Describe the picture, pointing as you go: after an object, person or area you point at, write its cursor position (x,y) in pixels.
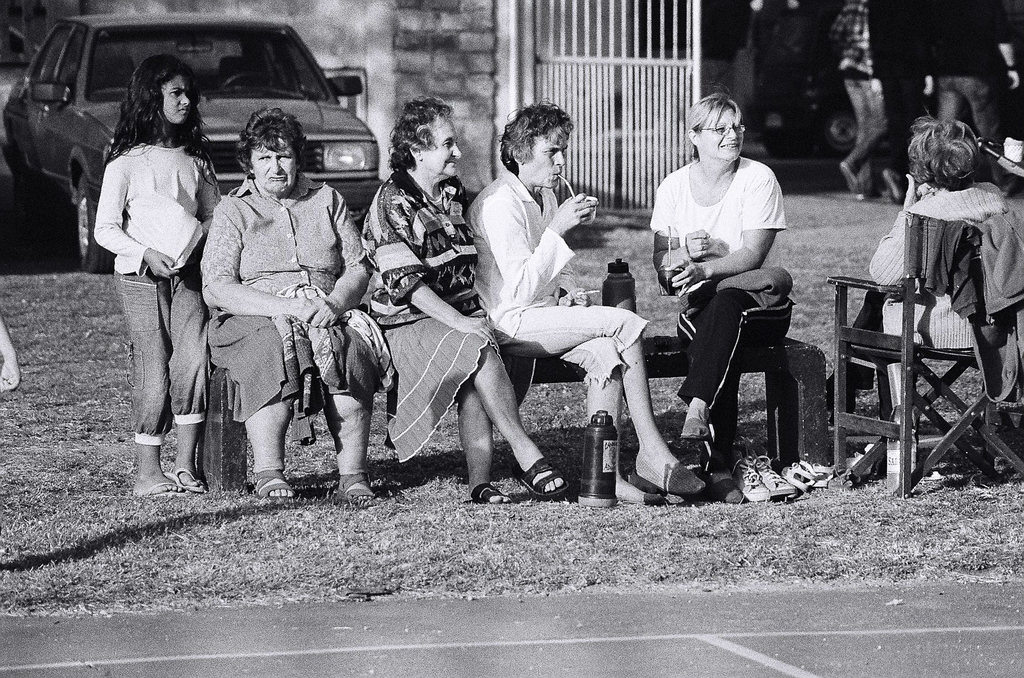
In this picture there are group of people (539,147) those who are sitting in the center of the image (667,342) on a bench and there is a chair (842,359) on the right side of the image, there is a gate (689,70) in the center of the image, there is a car (53,63) on the left side of the image (31,113) and there are other people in the top right side of the image (861,138).
